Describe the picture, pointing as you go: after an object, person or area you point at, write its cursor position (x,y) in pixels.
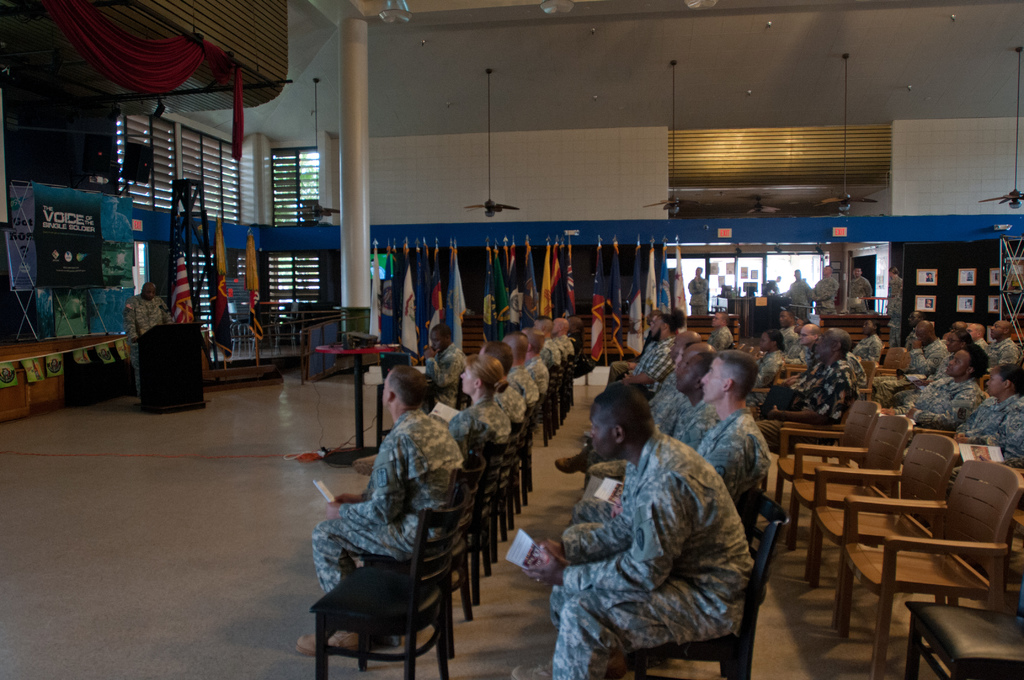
A hall (786,619) where we can see soldiers (521,408) sitting on the chairs (482,515) holding some papers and some flags (386,317) of other countries and also we can see some fans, photo frames (992,271) on the walls (988,252).
